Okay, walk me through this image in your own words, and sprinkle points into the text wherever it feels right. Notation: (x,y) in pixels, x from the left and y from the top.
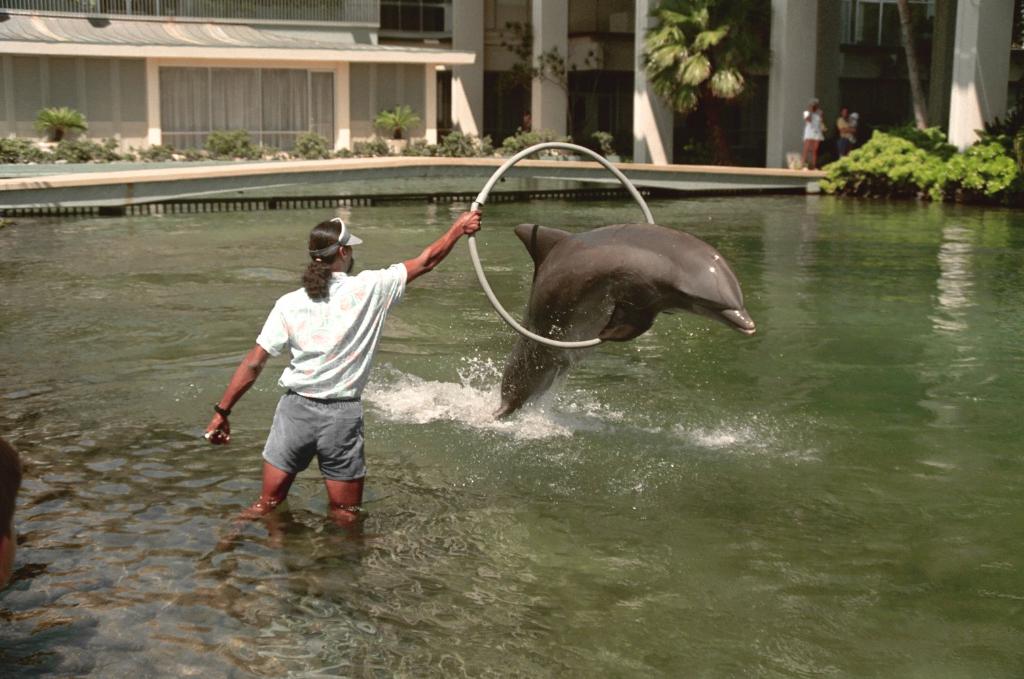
In this image we can see a man (400,279) standing in a water body (493,400) holding a ring (628,175). We can also see a dolphin (620,258), some people (840,157) standing on the ground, a tree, some plants (832,173) and a building (781,146) with windows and pillars (796,134).
